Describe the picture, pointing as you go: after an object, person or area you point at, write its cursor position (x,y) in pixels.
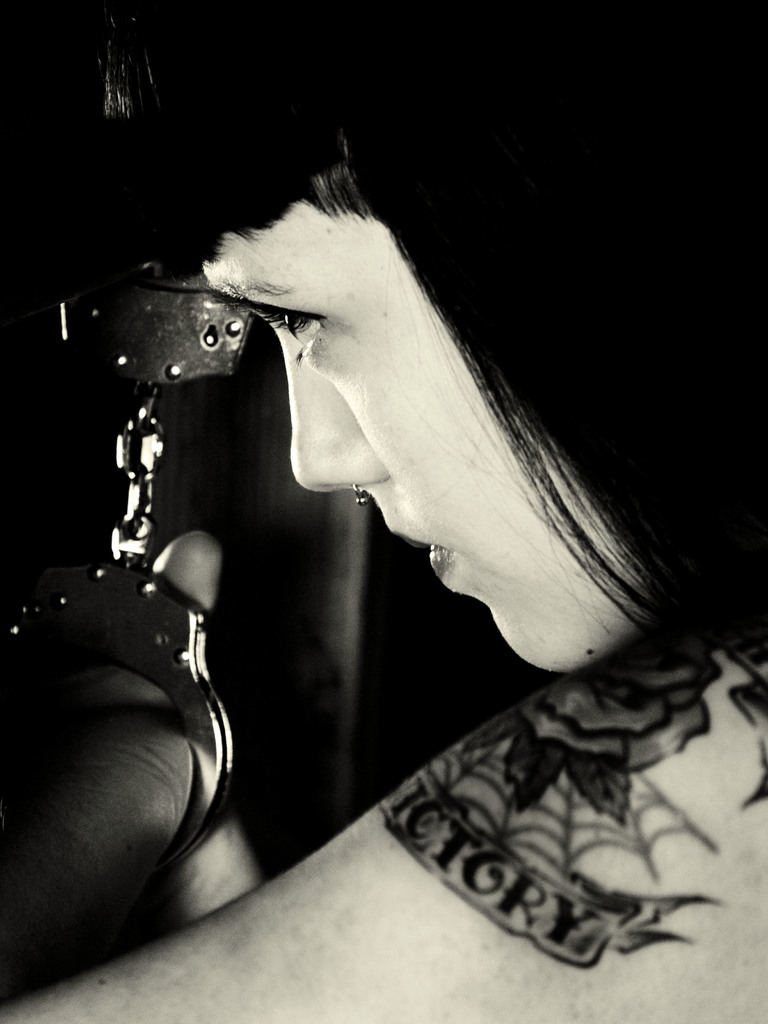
In this picture I can observe a woman (386,402) in the middle of the picture (429,554). The background (253,690) is dark. This is a black and white image.
